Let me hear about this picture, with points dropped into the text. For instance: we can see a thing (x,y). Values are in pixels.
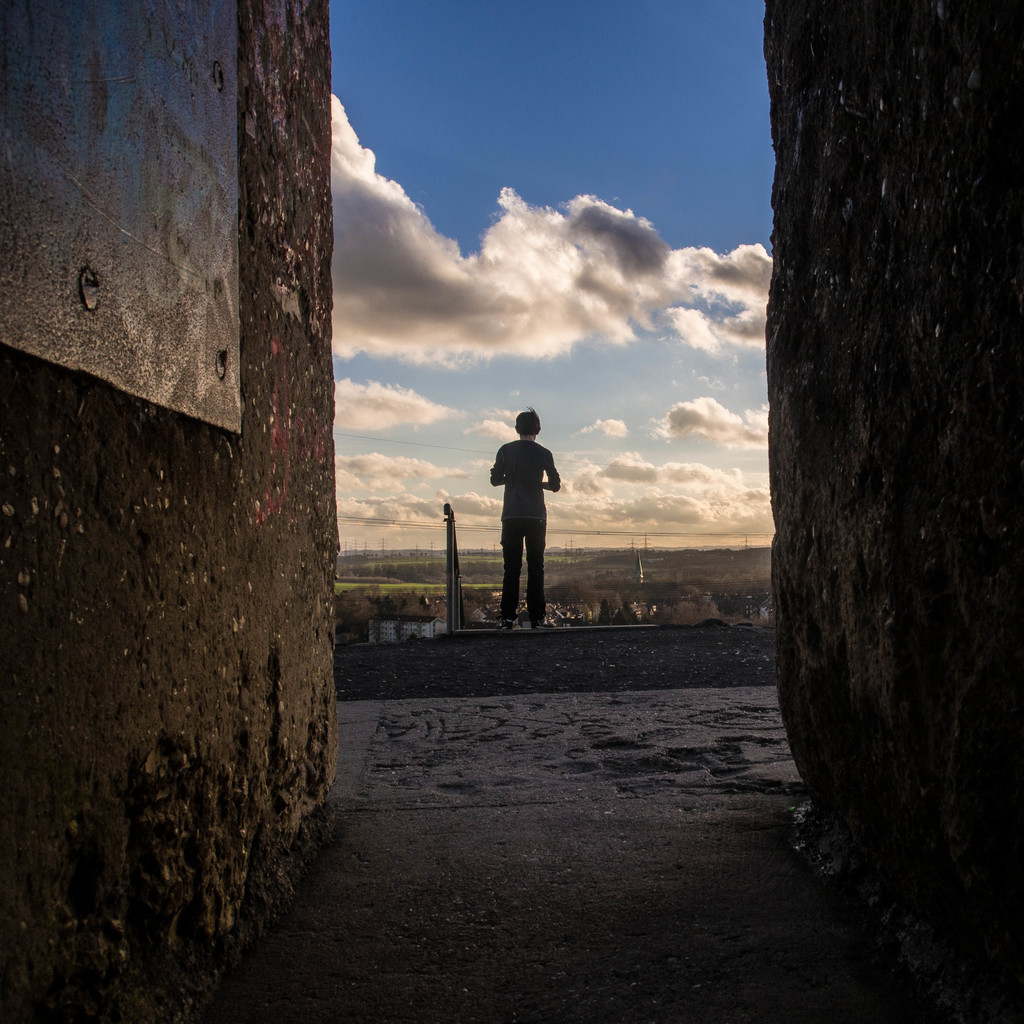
In this picture, we can see the ground (581,761), wall (71,545), a person (512,602), poles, and the sky (486,476) with clouds (487,278).
